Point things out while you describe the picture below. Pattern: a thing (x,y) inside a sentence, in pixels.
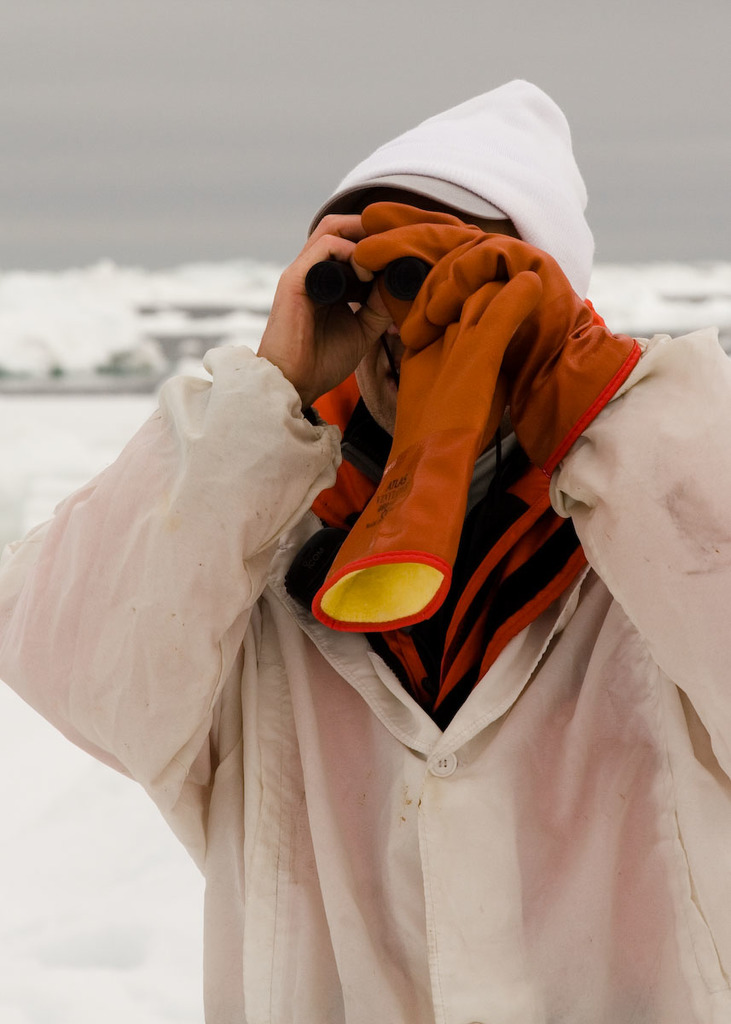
In this picture there is a person (489,209) with white coat (707,382) is standing and holding the binoculars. At the back (175,318) it looks like snow (175,318). At the top (196,163) there is sky (180,186).
